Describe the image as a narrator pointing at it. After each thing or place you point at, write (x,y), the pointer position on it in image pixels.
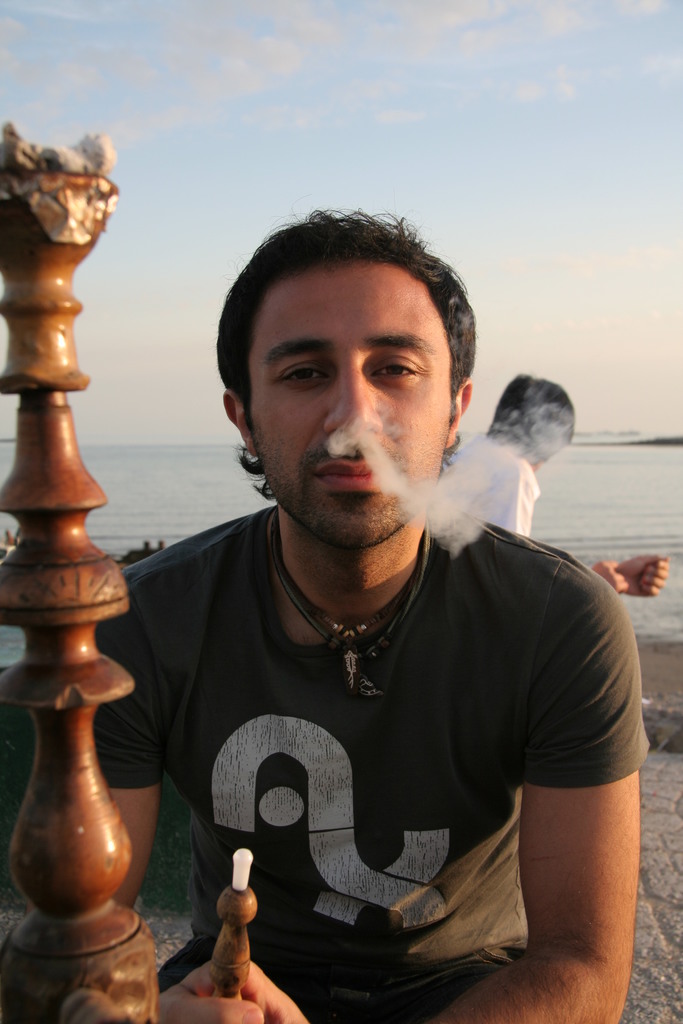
In this image a man (326,698) is holding a hookah (228,931). Behind him there is another person (513,450). In the background (634,497) there is water body (603,473) and sky (271,131).
